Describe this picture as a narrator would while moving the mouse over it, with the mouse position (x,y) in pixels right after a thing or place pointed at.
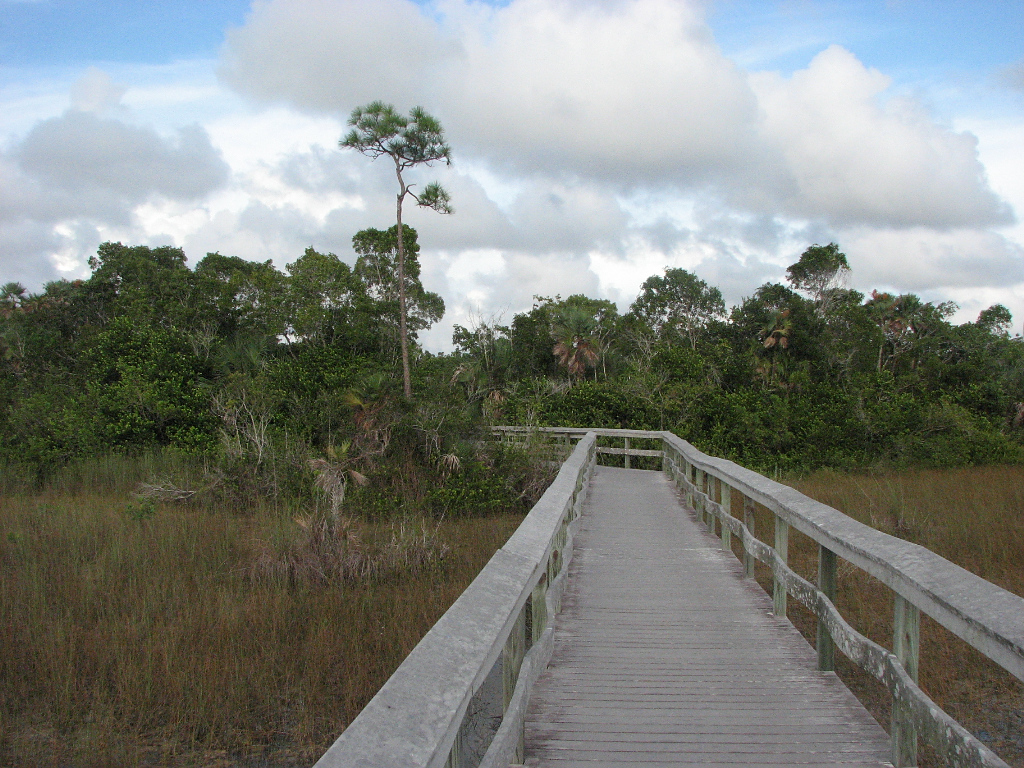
In the center of the image (587,470) there is a walkway (679,674). At the bottom (309,647) there is grass (340,572). In the background (200,410) there are trees (589,368) and sky (458,144).
